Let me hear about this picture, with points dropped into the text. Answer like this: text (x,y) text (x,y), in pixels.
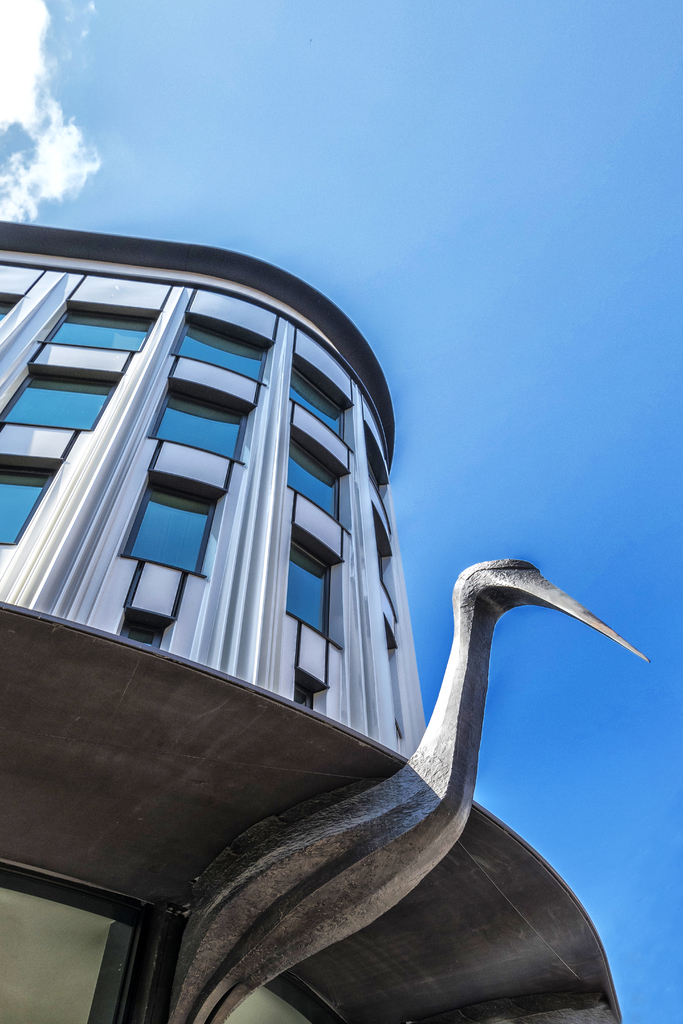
At the bottom of this image (363,798), there is a bird (310,840). In the background (178,553), there is a building (154,245) which is having windows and there are clouds (19,1) in the sky (176,114).
